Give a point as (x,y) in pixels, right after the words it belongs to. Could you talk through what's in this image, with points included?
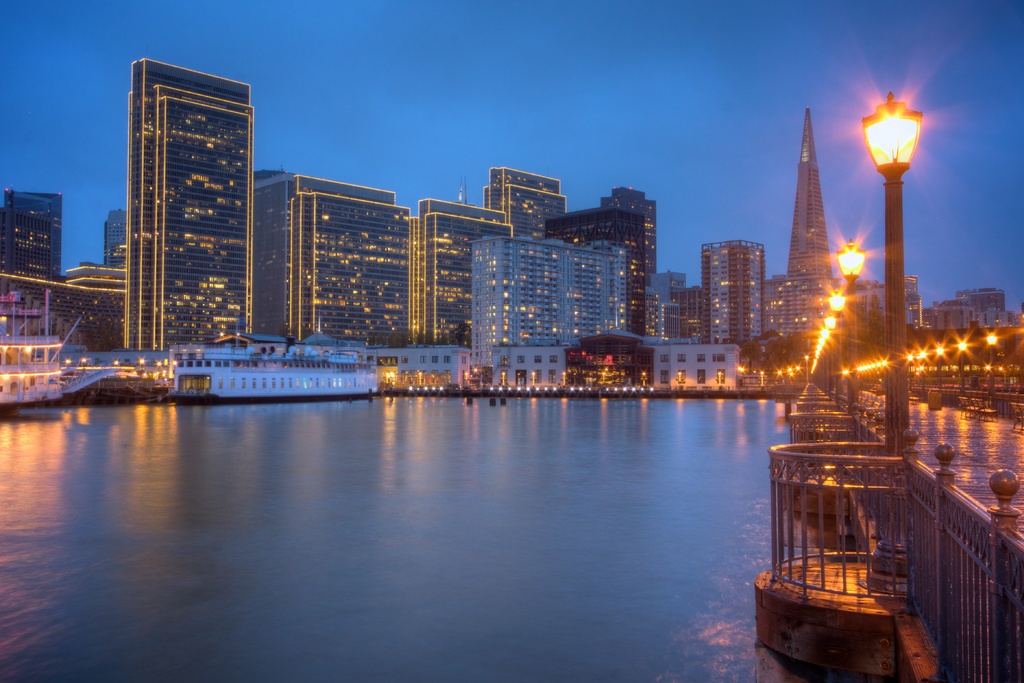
In this picture we can see the buildings (429,260), lights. On the right side of the image (794,215) we can see a tower (820,230), poles (888,184), lights (842,265), railing (1013,583), bridge (986,450). In the background of the image (647,401) we can see the boats (35,365) and water (469,412). At the top of the image (479,97) we can see the sky (88,26).
